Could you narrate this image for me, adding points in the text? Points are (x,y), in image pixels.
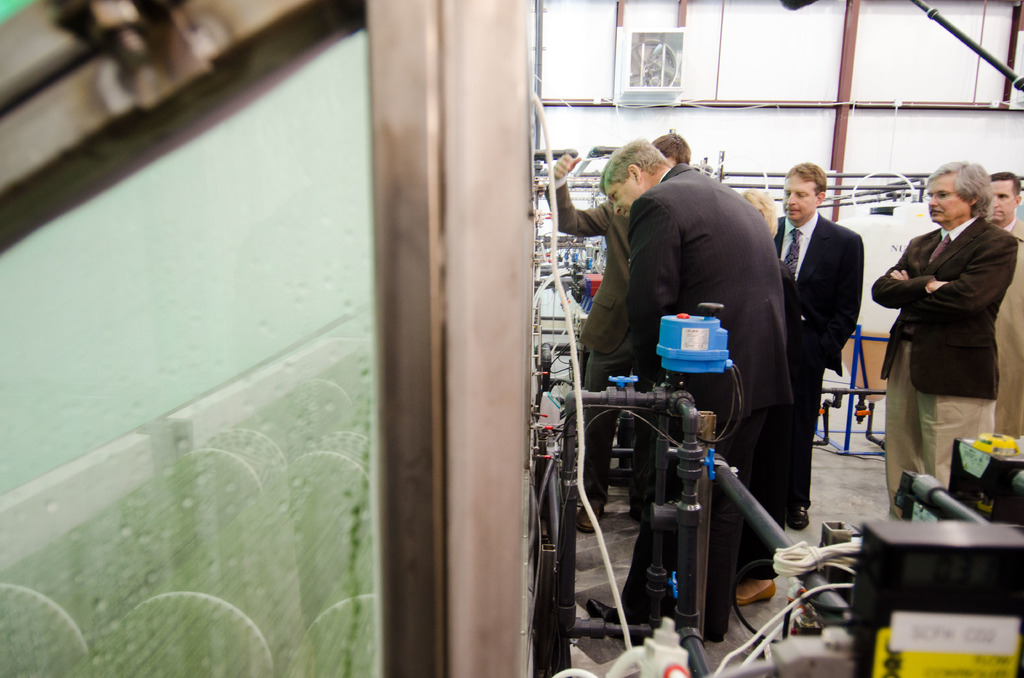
In this picture I can observe a machine (637,403). There are some men (696,292) standing on the floor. Most of them are wearing coats (696,248). On the left side (231,267) I can observe a glass (138,390). In the background (765,34) there is a wall (758,118).
